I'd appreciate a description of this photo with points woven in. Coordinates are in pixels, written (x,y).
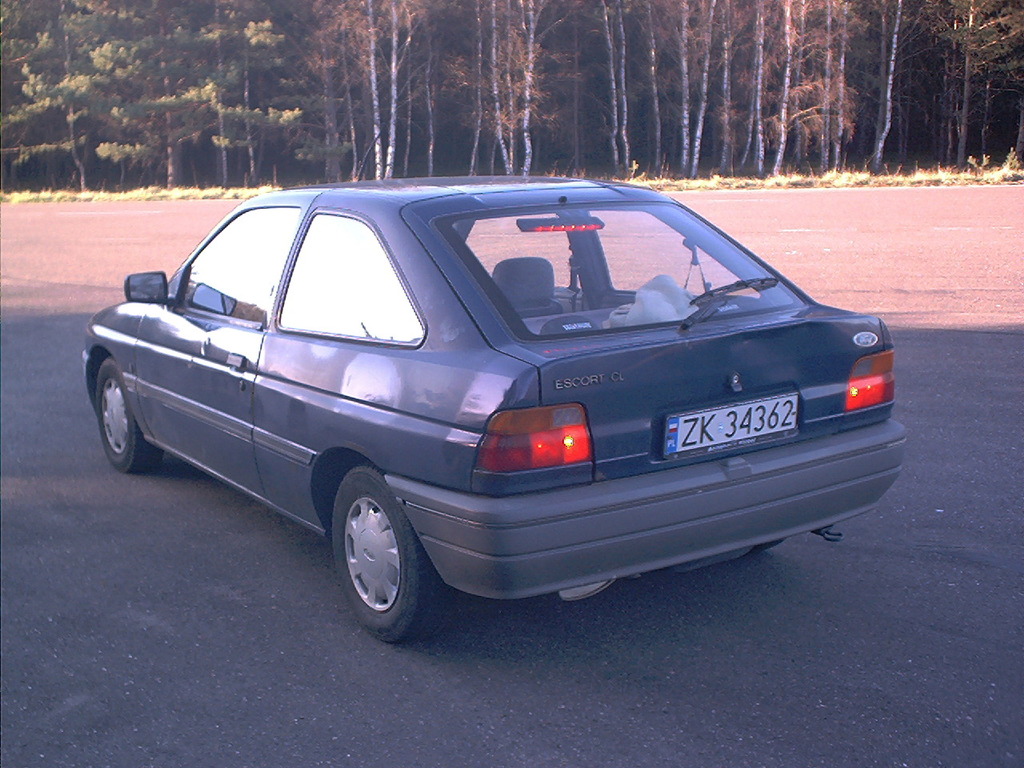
In this picture we can see a car (615,391), in the background (264,118) we can find few trees (506,105).
